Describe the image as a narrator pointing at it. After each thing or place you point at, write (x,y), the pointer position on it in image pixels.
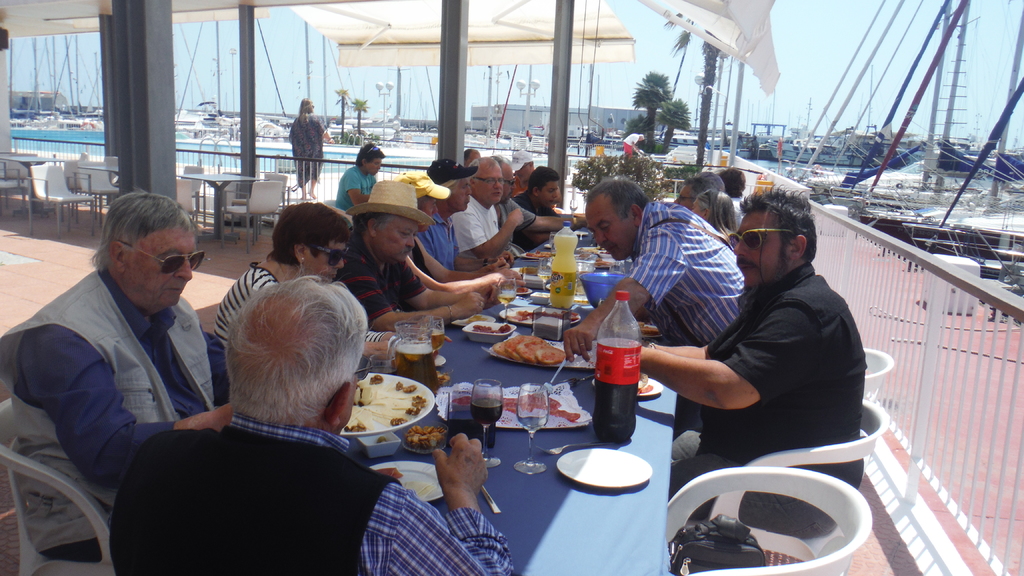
In this picture there are many people (713,273) sitting. In middle (520,372) there is a table (522,503). There are many food items (505,325). There is a plate (572,455), jug (413,373), glass (525,410), soft-drink bottles (611,399). There is a bag (718,530) on the chair (740,494). At the back (651,111) there are many trees (663,116). In the top (508,30) there is a tent (508,36). We can see water (39,131). There are many tables (218,176) and chairs (192,173).
